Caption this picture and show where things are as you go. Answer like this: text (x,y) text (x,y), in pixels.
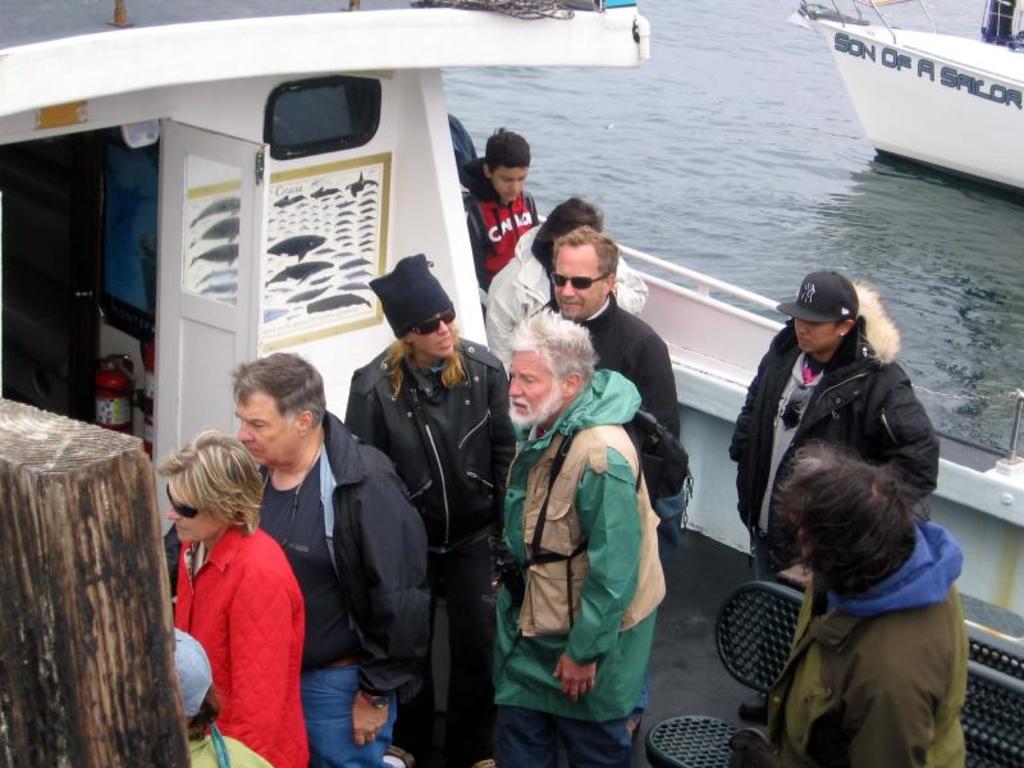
In this picture I can see there are a few people (493,533) standing on the boat (507,20) and there is a poster (291,238) of fishes (354,195) and there is a black bench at right side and there is a wooden plank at left (153,518). There is another boat (910,115) sailing on water (908,236) at the right side (920,128).
